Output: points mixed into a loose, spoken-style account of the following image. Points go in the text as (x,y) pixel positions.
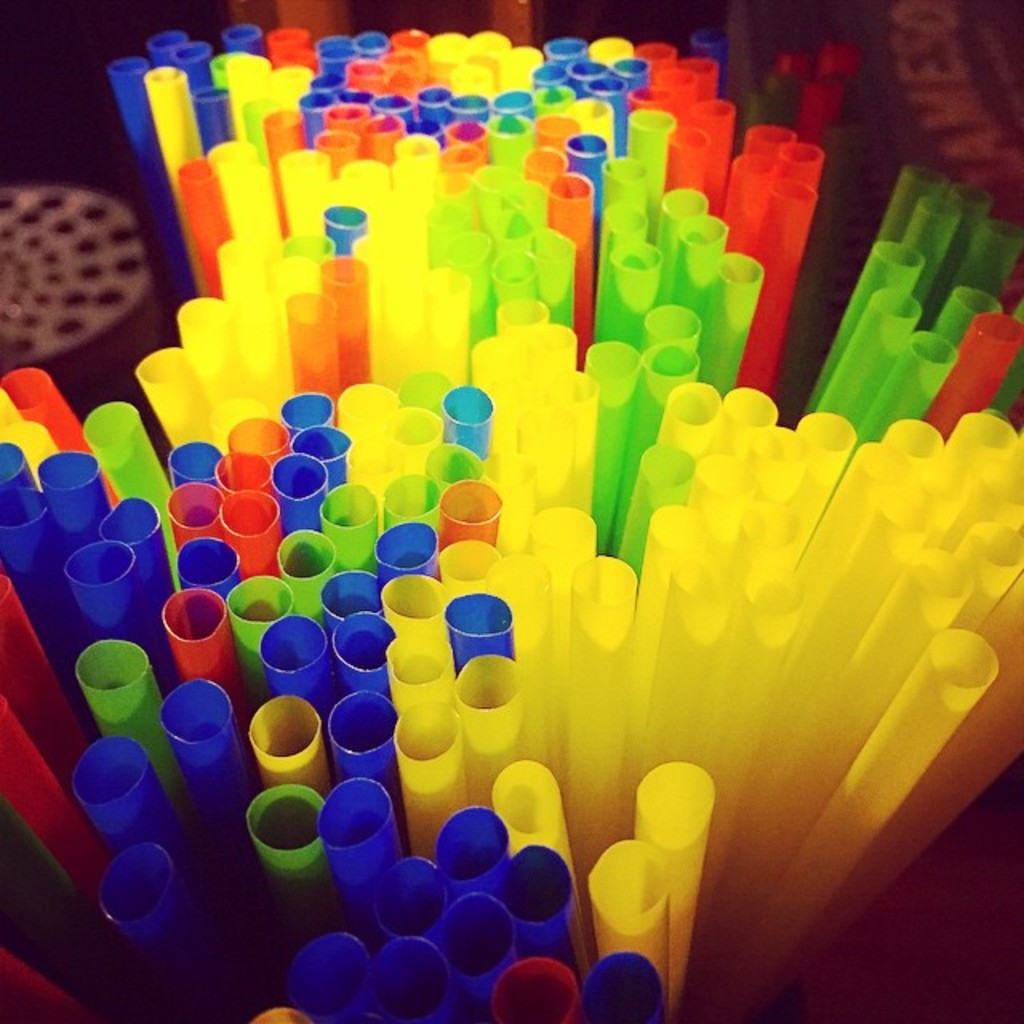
In this picture we can see the colorful objects (659,766) which seems to be the straws (590,488). In the background (922,47) we can see some other items (13,355).
